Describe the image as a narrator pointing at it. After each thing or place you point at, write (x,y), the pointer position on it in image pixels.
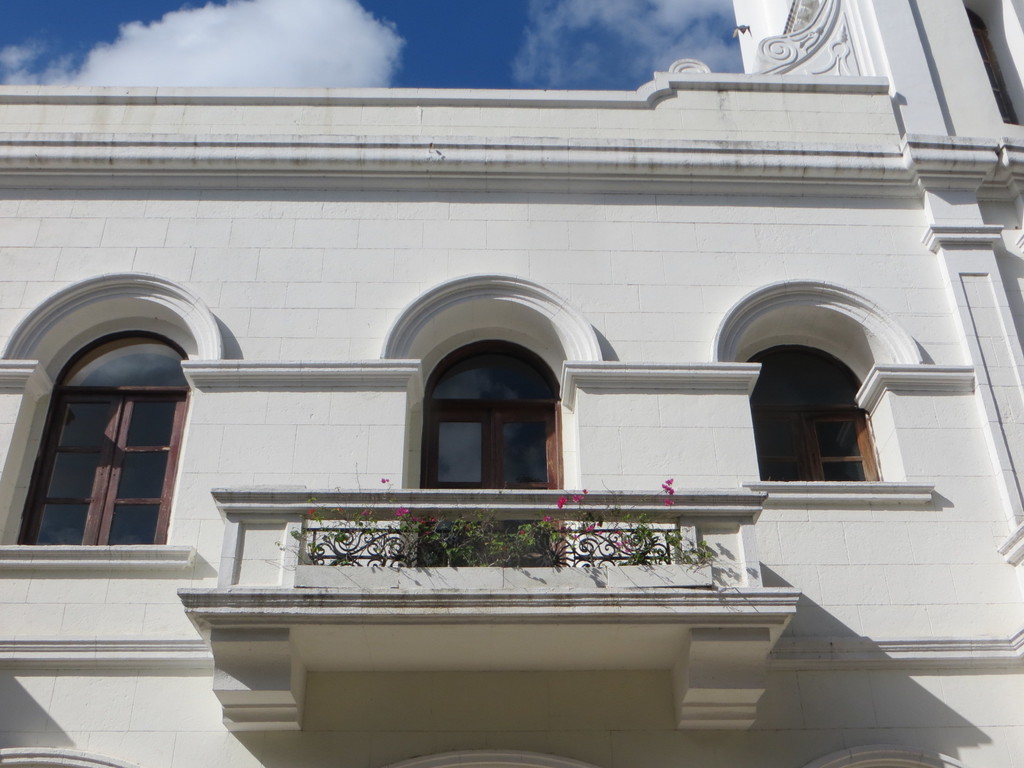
This picture is clicked outside. In the center (410,355) we can see a white color building (69,180) and we can see the windows (51,436) and the deck rail (670,535) of the building (721,407) and we can see the green leaves (537,529) and some flowers (560,505). In the background (530,54) we can the sky (522,43) and some clouds (278,49).
